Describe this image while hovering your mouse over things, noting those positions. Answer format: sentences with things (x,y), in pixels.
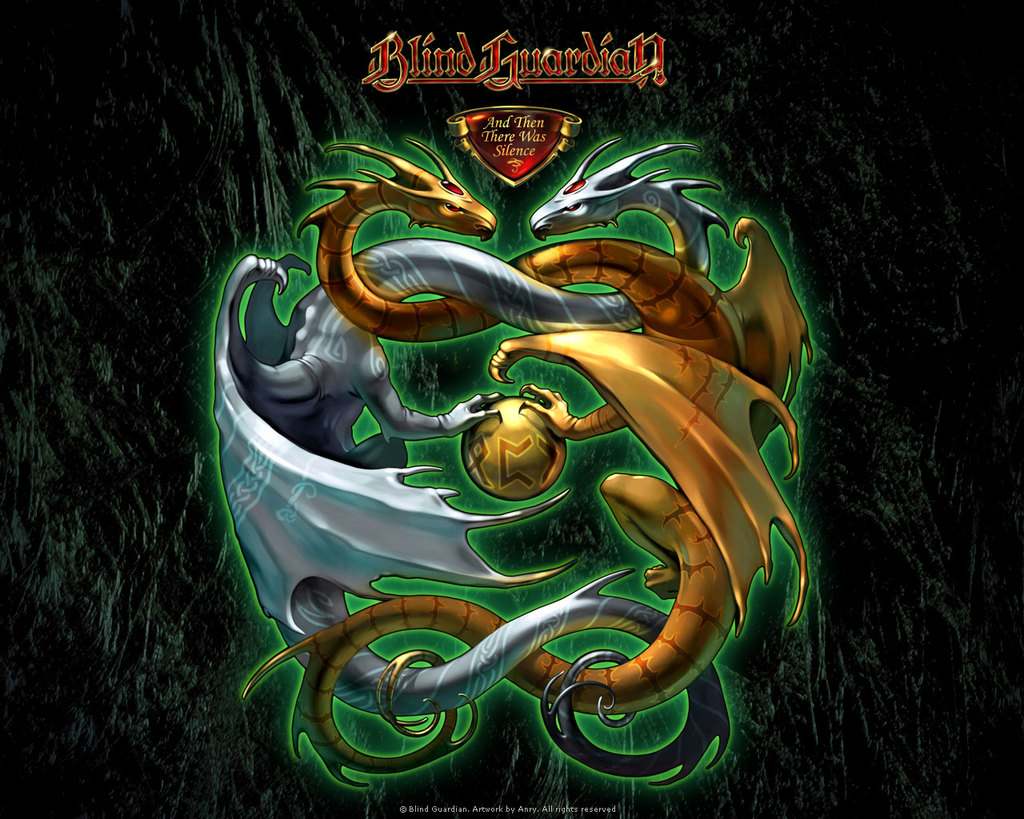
I can see this is an animated picture. There are dragons (291,599), a logo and some text (502,154) on it. Also there is a watermark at the bottom of the image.
